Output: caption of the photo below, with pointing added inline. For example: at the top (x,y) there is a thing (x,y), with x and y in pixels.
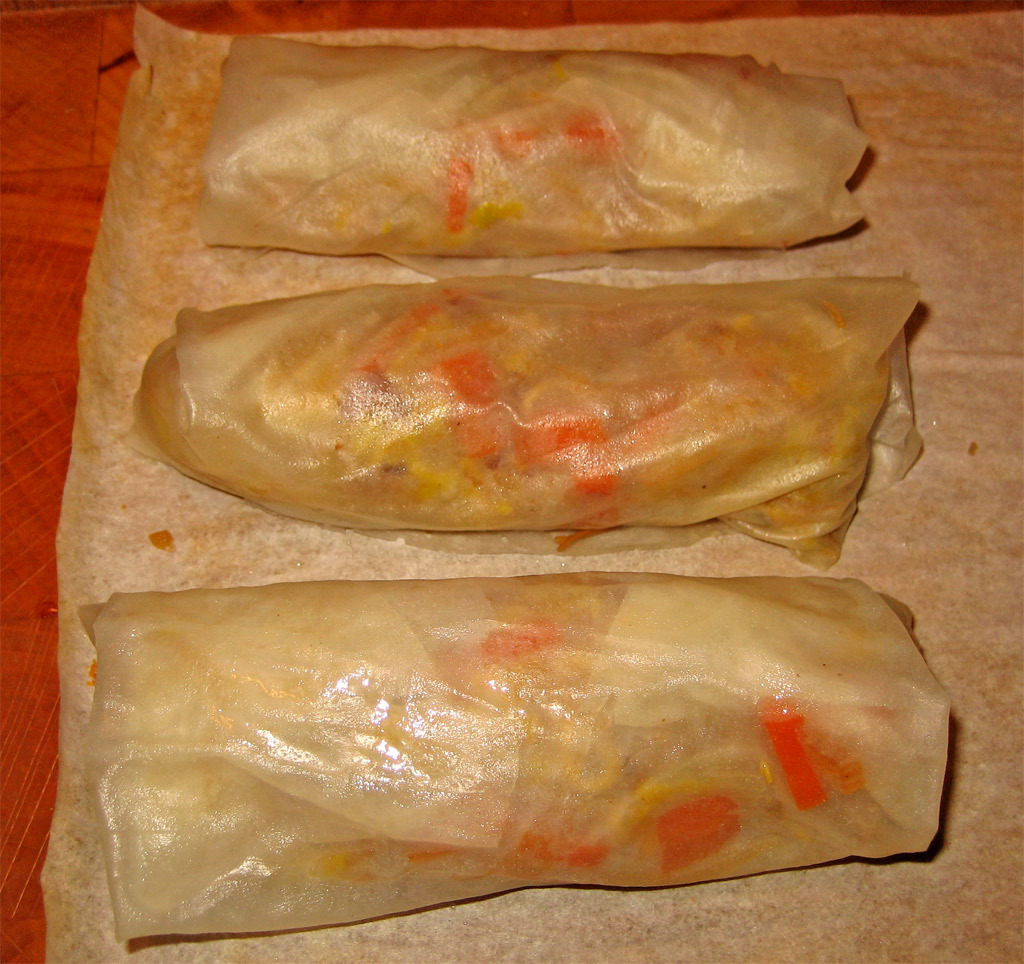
In this image we can see some food items (182,412) are placed here.
